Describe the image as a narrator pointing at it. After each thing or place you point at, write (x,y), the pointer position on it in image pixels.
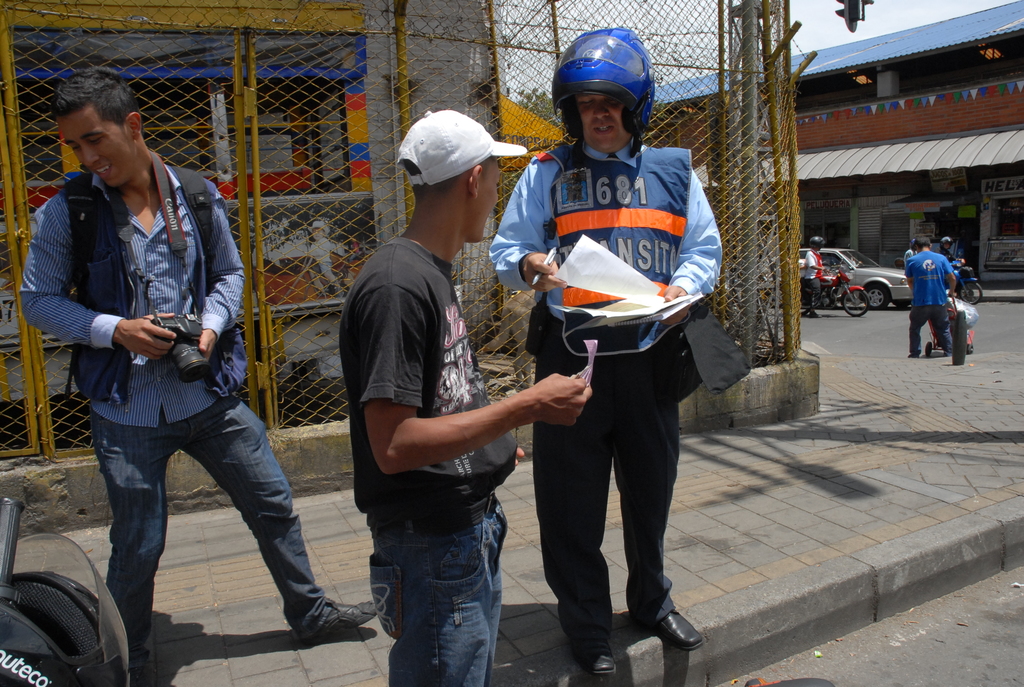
In this image we can see the persons (517,460) standing on the road (835,331), motor vehicles (845,284), iron grill (235,65), footpath (278,604), buildings (859,132), shed (857,150), trees (537,104) and sky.
